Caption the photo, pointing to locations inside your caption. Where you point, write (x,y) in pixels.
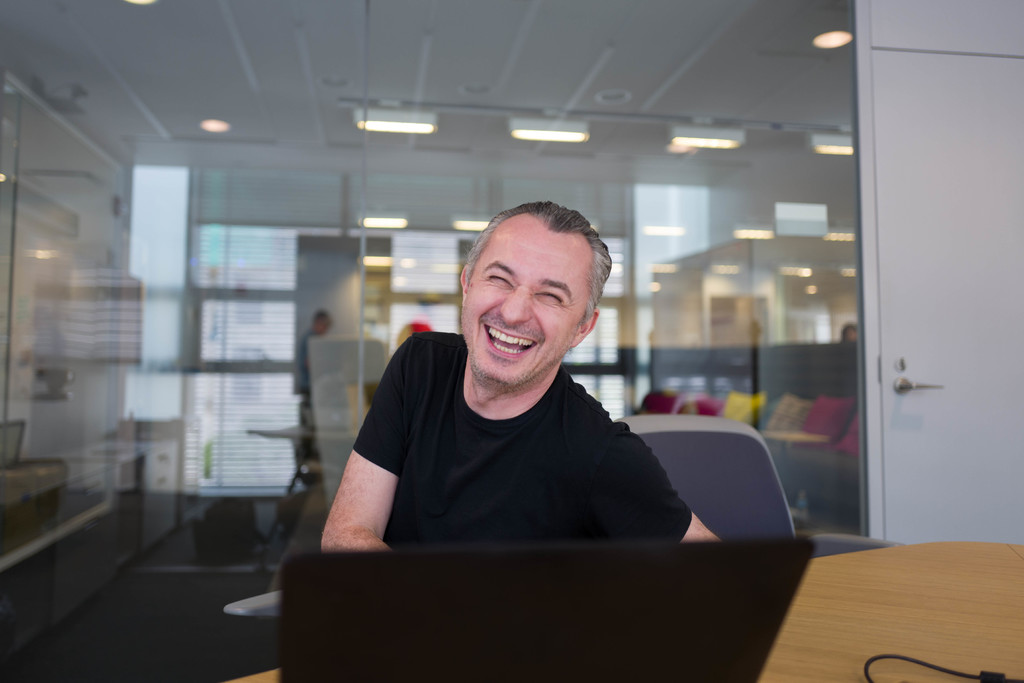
In this image I can see a man (440,498) wearing black t-shirt (480,440), sitting on the chair (723,520) in front of the table (842,679) and laughing. On the bottom of the image (481,644) there is a laptop (565,624). This is an inside view. In the background (124,343) I can see a wall (634,250) and windows (415,254). On the top of the image (543,133) there are some lights (378,129).
